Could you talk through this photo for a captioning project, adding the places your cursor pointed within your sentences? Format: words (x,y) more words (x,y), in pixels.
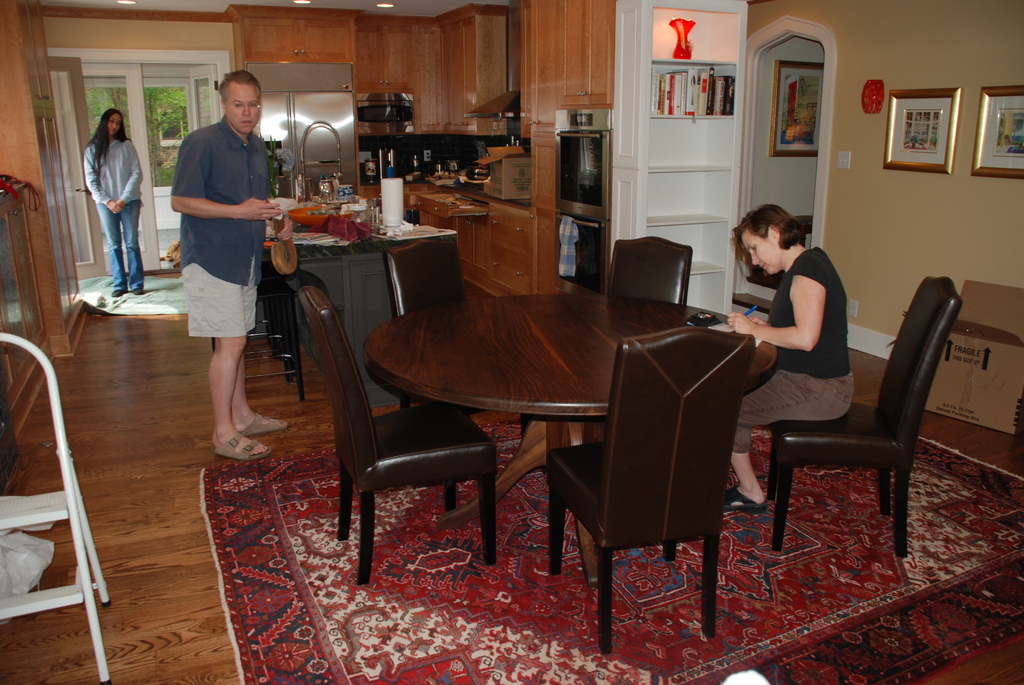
In this image I can see two persons (224,172) standing, the person (736,243) in front (831,351) is sitting on the chair (776,433) and the person (843,383) is wearing black and brown color dress (833,371), background (984,205) I can see few frames (981,147) attached to the wall (917,204) and the wall (893,216) is in cream color and I can also see few glasses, bowls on the table (339,252). Background (712,102) I can see few books (660,101) in the rack (636,84) and cupboards (392,32) are in brown color and I can also see few windows (164,129) and trees (153,120) in green color.
